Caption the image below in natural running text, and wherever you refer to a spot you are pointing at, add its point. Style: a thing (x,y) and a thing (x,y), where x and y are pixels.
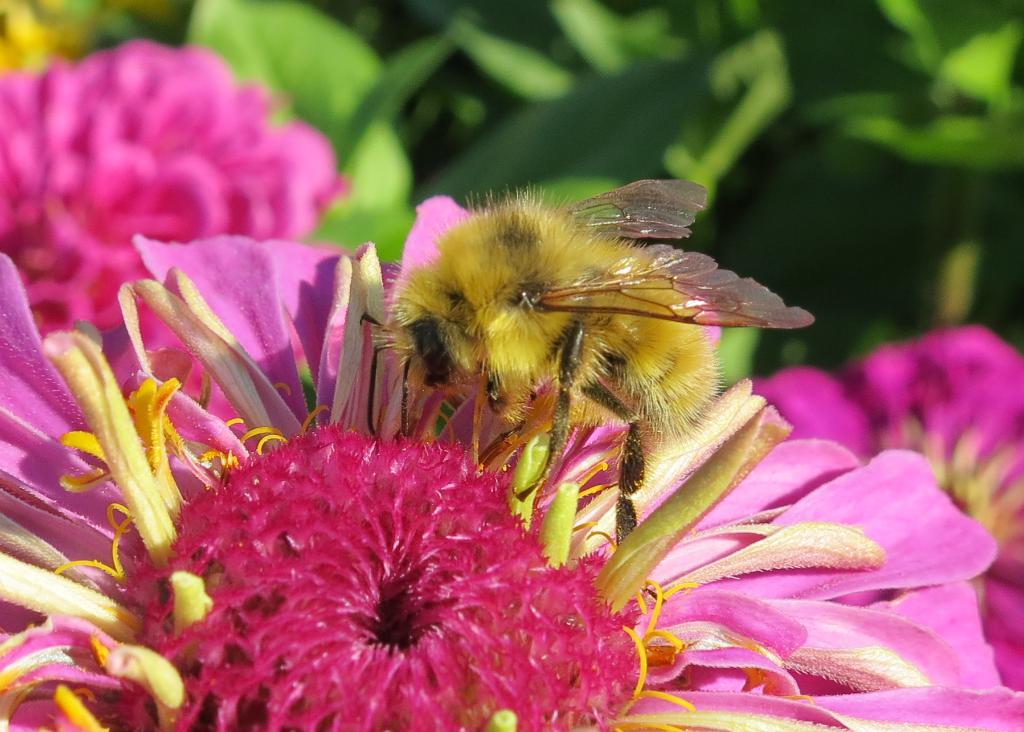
In this image we can see an insect (501,350) on the flower (464,531). In the background (275,181), we can see flowers (161,132) and leaves (608,123).
